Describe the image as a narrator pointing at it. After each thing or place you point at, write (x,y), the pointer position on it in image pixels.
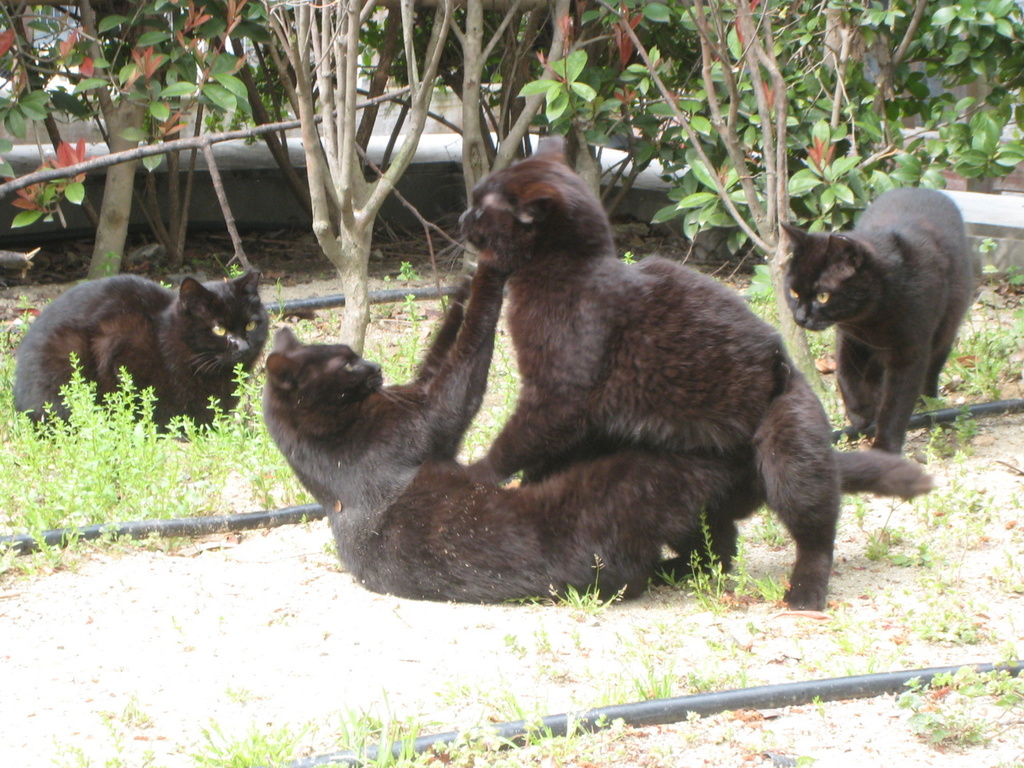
In the foreground of the picture (589,289) we can see cats (517,464), plants (133,479), pipes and soil (484,718). In the background (720,89) there are trees (351,138), soil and pavement (462,140).
